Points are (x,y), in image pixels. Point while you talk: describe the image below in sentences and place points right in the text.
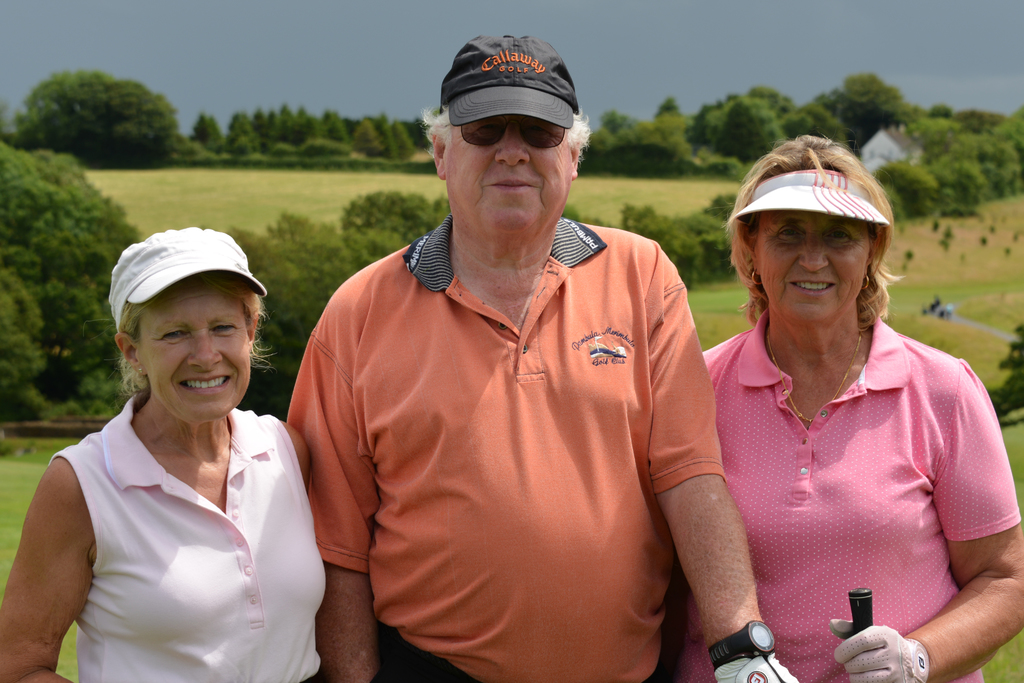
In this image I can see three persons (532,430) standing. The person (801,363) at right (892,424) wearing pink shirt (915,423) and holding some object (863,588). The person (565,523) in the middle (353,455) wearing brown and orange shirt (550,520), and the person (263,573) at left (286,571) wearing white shirt (297,569). At back (326,245) I can see trees (263,234) in green color and sky (340,81) in blue color.
